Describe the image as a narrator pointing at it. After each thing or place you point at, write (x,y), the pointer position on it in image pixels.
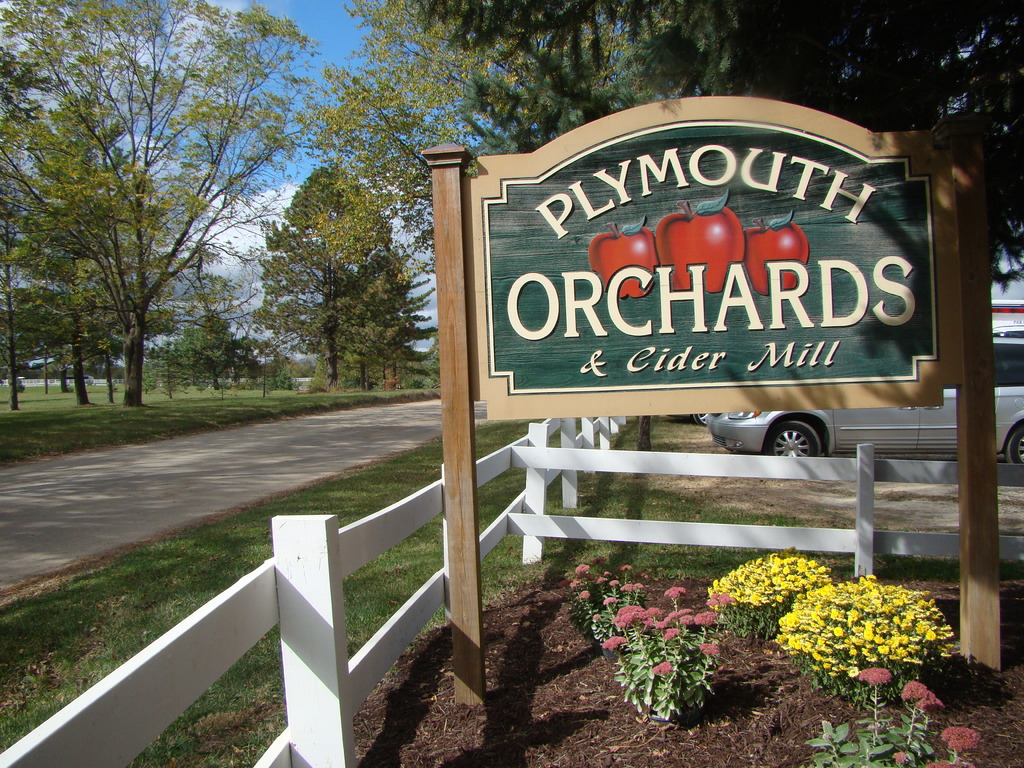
In this image on the right side (813,376) there is one board fence (720,543), flowers (793,651), plants (786,602), car (868,432) and some trees (966,77) and at the bottom (27,622) there is grass (383,489) and walkway (144,483). In the background (147,305) there are some trees (271,229) and sky (294,172).
